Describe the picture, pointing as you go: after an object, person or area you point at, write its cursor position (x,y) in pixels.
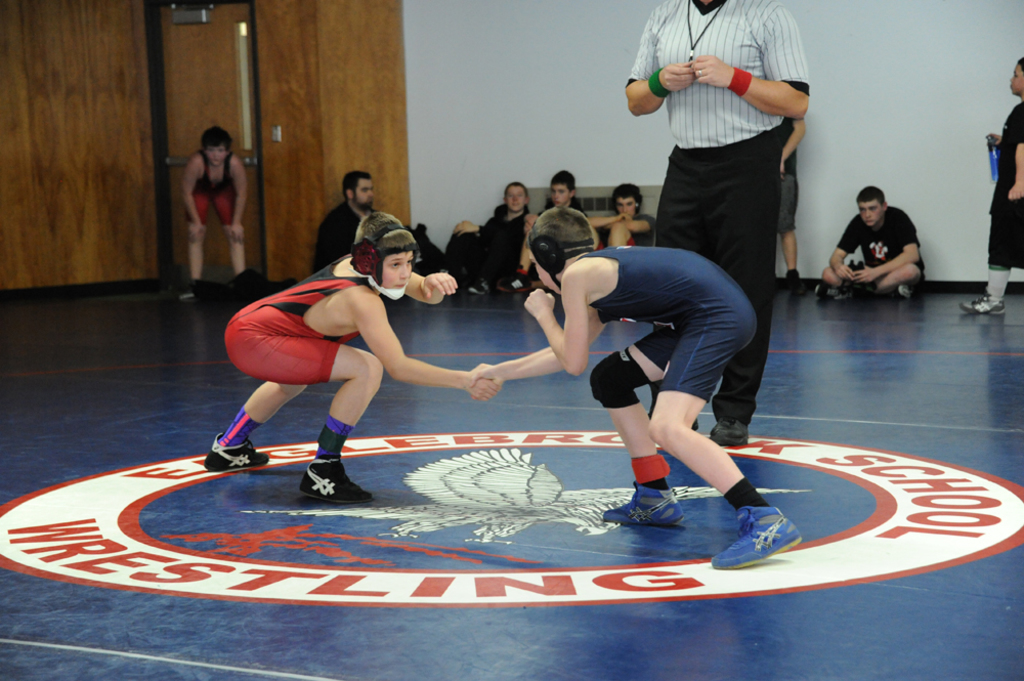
This image consists of a many persons (564,218). In the front (544,375), we can see two persons (349,403) wrestling. Beside them there is a man (738,215) standing. At the bottom (193,564), there is a floor (65,436). In the background (846,110), we can see a wall (565,81) along with a door (186,96).
